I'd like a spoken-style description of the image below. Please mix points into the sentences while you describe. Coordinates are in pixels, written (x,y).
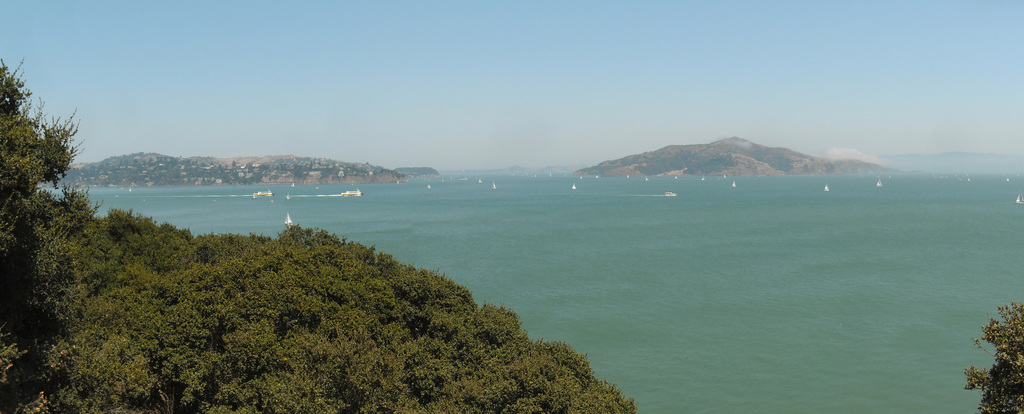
This picture is clicked outside the city. In the foreground (319,363) we can see the trees (356,379). In the center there are some objects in the water body (680,211). In the background (648,77) we can see the sky (539,118), hills (241,167) and some other objects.
